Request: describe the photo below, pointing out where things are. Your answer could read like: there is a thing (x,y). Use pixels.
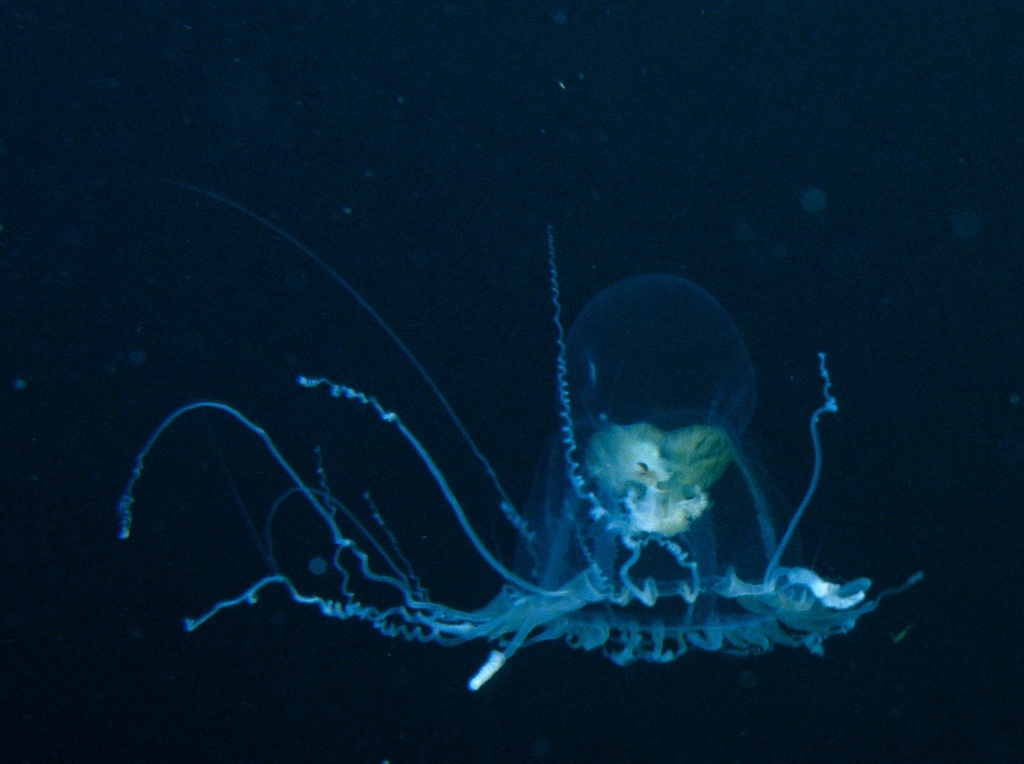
In the center of the image (637,483) we can see one jellyfish (598,564). And we can see the dark background (107,579).
